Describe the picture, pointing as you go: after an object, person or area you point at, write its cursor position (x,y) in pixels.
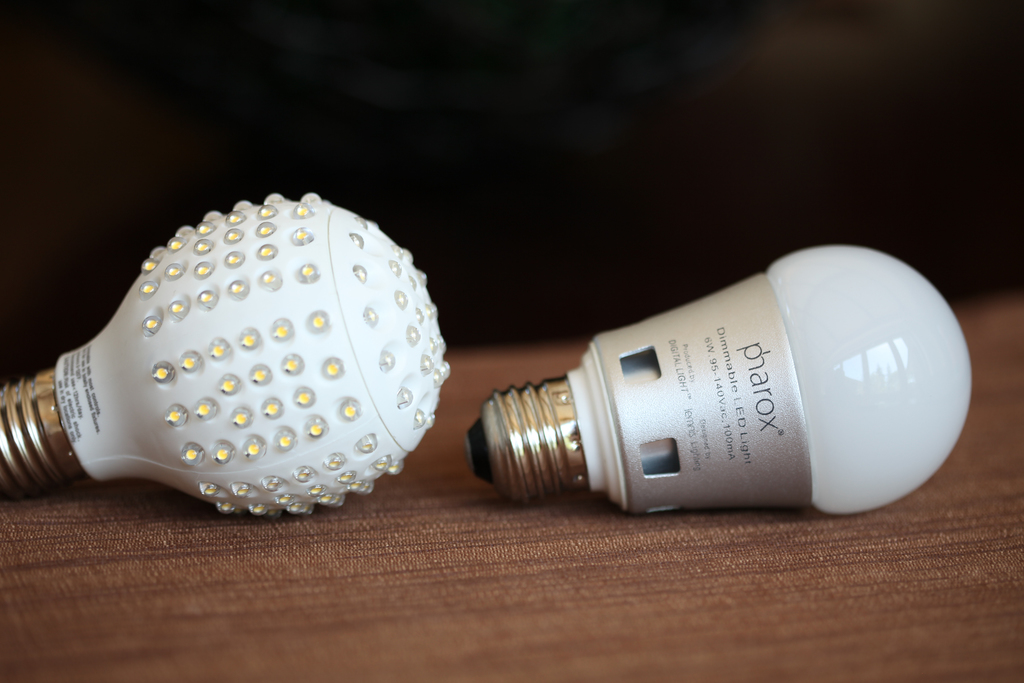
This is the picture of two bulbs (773,502) which are in white color and also we can see something written on it.
